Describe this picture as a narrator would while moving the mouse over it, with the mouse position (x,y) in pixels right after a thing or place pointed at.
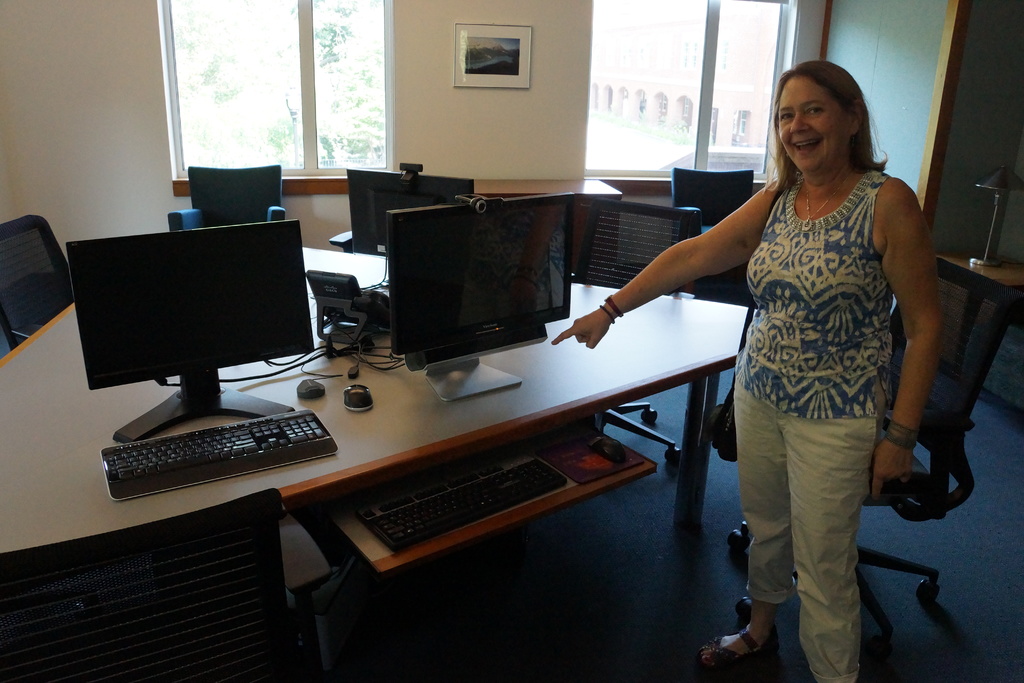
The picture is taken in a closed room (880,666) where at the right corner of the picture (911,267) one woman (907,390) is standing in white pant (829,461) and blue shirt (820,368) and pointing the finger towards the table (576,381), on which there are monitors (485,384) are kept and under the table (437,410) there is one drawer (416,546) where keyboard (485,490) is kept and mouse (604,440) too and there are empty chairs (741,174) in the room (147,34) and there are glass windows (233,1) and photo (492,51) on the wall (495,109).
